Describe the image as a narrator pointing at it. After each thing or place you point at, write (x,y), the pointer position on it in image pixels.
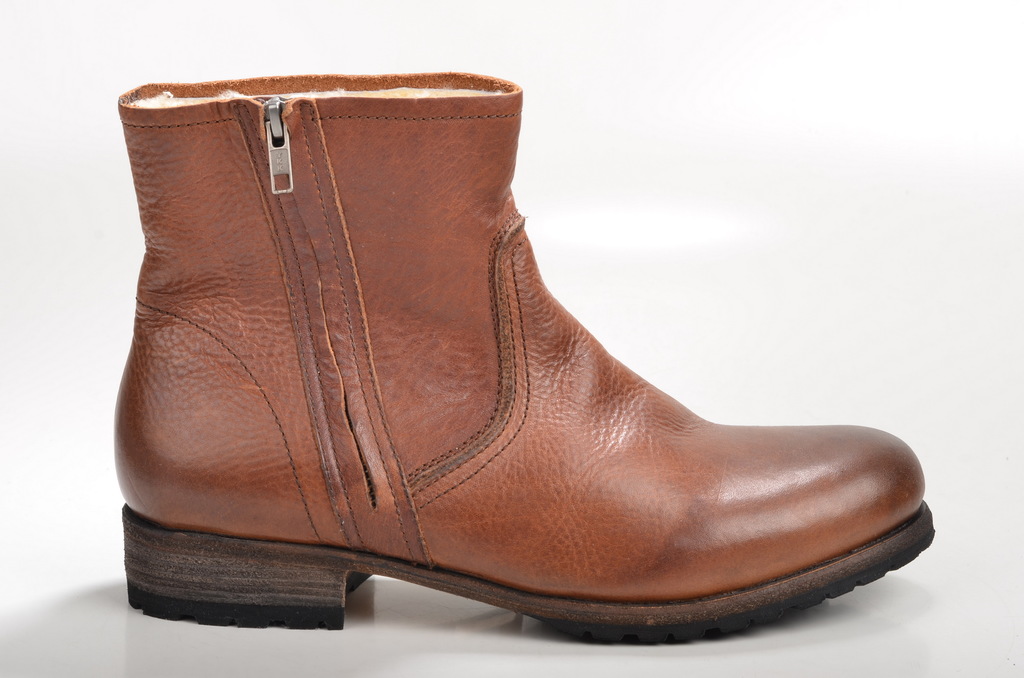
In this image there is a shoe (369,400).
